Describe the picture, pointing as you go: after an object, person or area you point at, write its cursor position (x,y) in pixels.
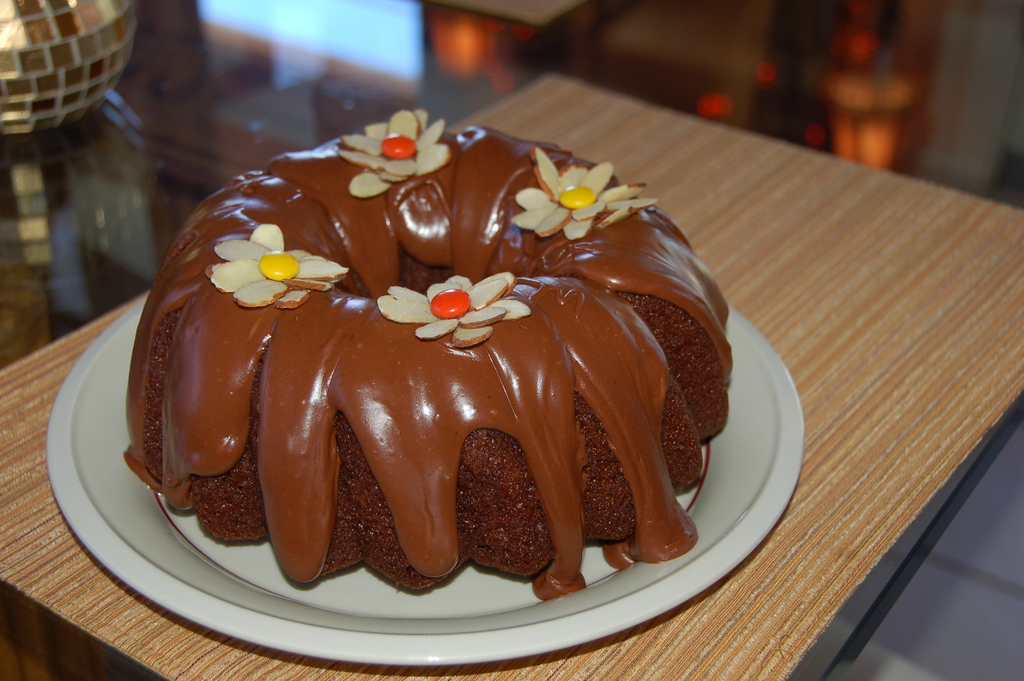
It is a chocolate color cake (452,376) on a white color plate (520,581).
